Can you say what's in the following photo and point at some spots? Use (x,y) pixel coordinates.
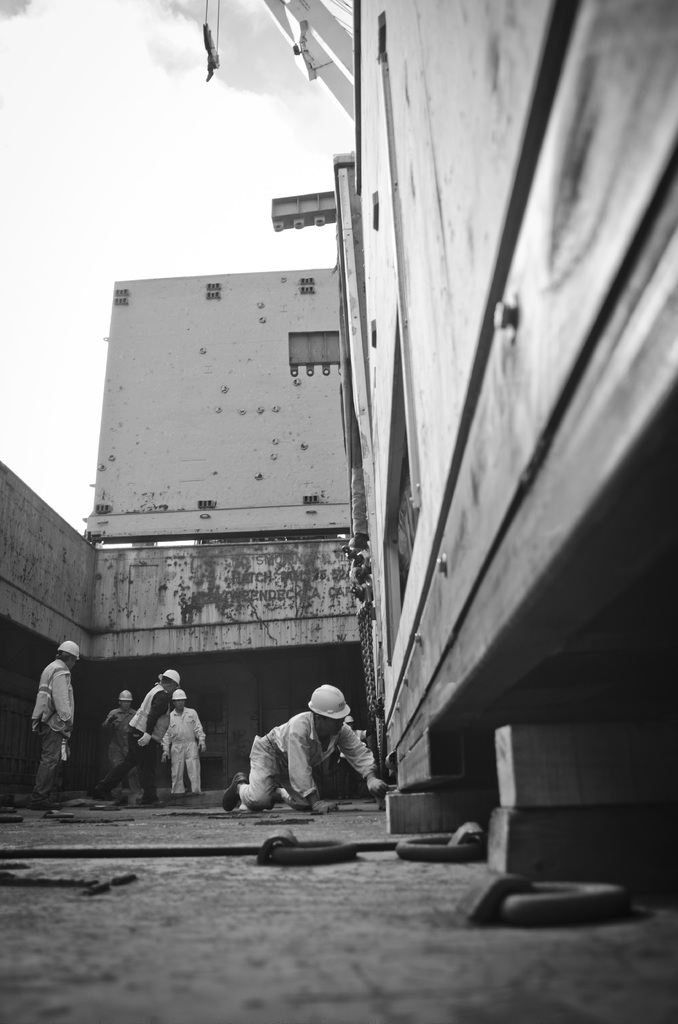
This is a black and white picture. Here we can see few persons (265,740) and buildings (373,399). In the background (37,426) there is sky (37,426).
